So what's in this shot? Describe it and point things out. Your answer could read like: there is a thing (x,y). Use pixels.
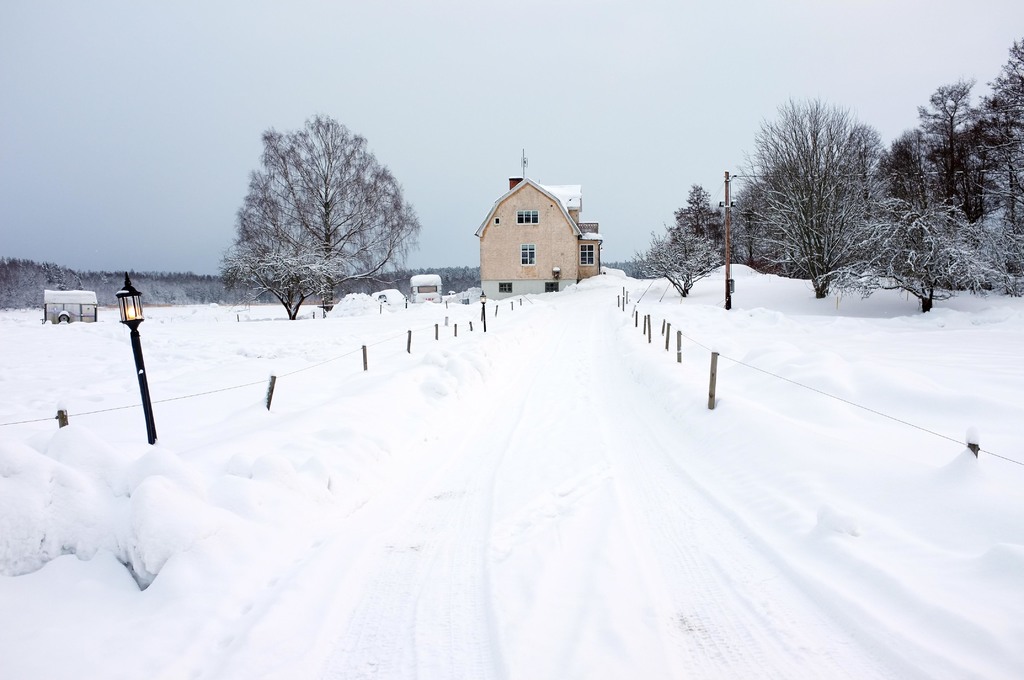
In this image, we can see a house (528,280) with walls (512,234) and windows (503,285). Here we can see vehicle (435,295), trees (970,250), shed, snow (565,324), pole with light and rods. Background (449,125) there is a sky (568,133).
